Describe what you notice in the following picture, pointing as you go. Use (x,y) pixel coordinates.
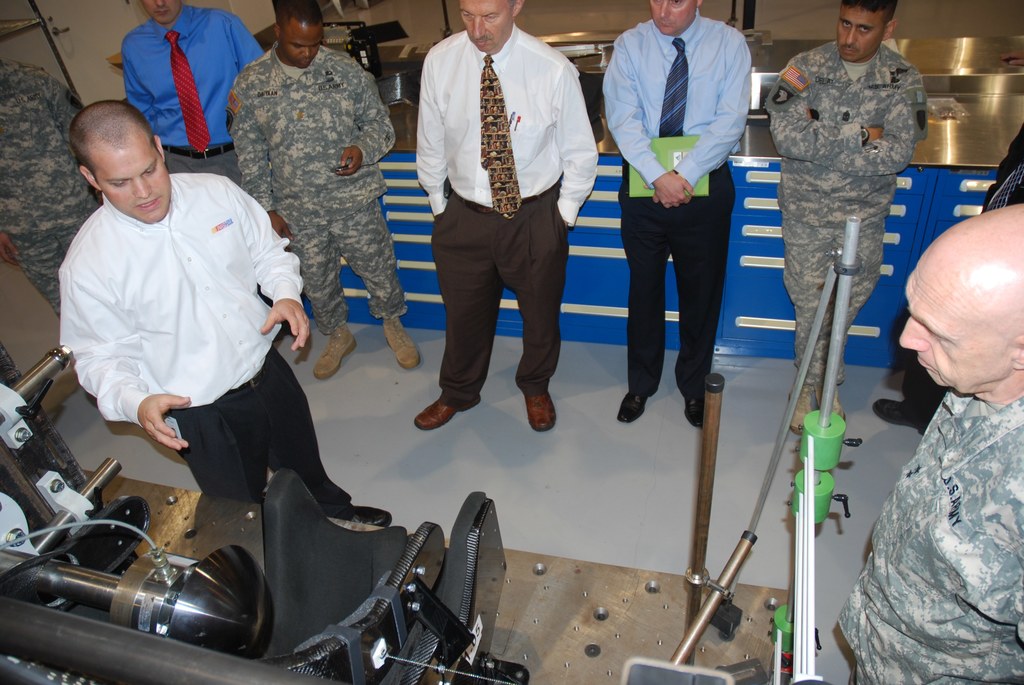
Here we can see people (529,257). In-front of them there is a machine (342,587) and rods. Background (976,134) we can see table (972,122), on the table (999,129) there are things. That is cupboard (760,183).
